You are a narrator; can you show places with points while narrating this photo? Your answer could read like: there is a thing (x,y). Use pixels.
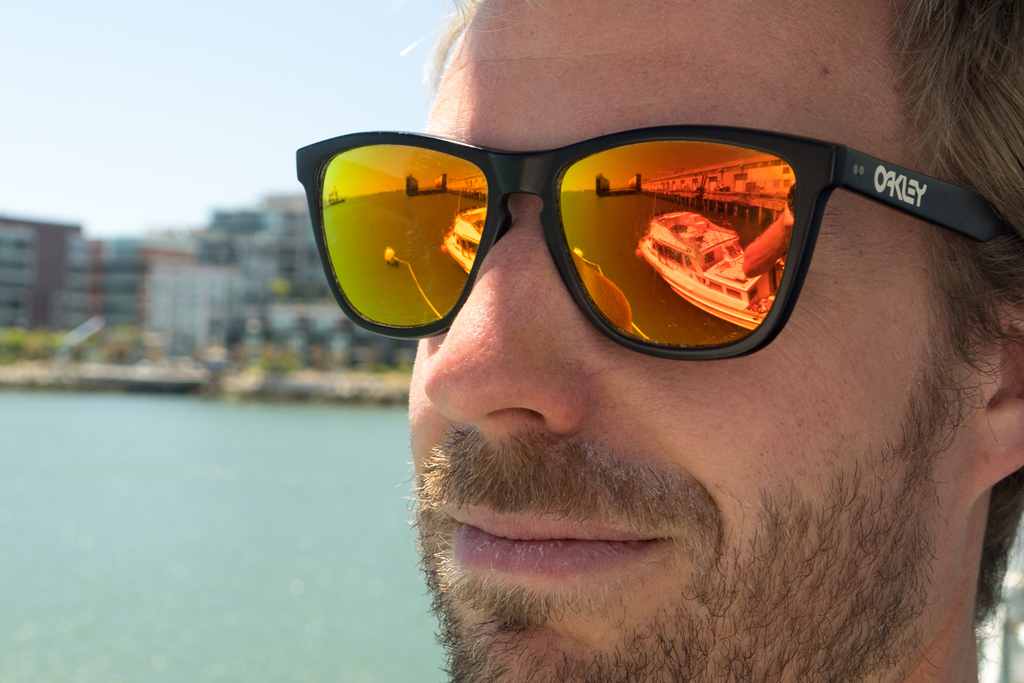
In this image I can see a person face (561,337) and he is wearing shades (643,204). Back I can see few buildings (218,296), trees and water (214,556). The sky (193,143) is in blue and white color.
